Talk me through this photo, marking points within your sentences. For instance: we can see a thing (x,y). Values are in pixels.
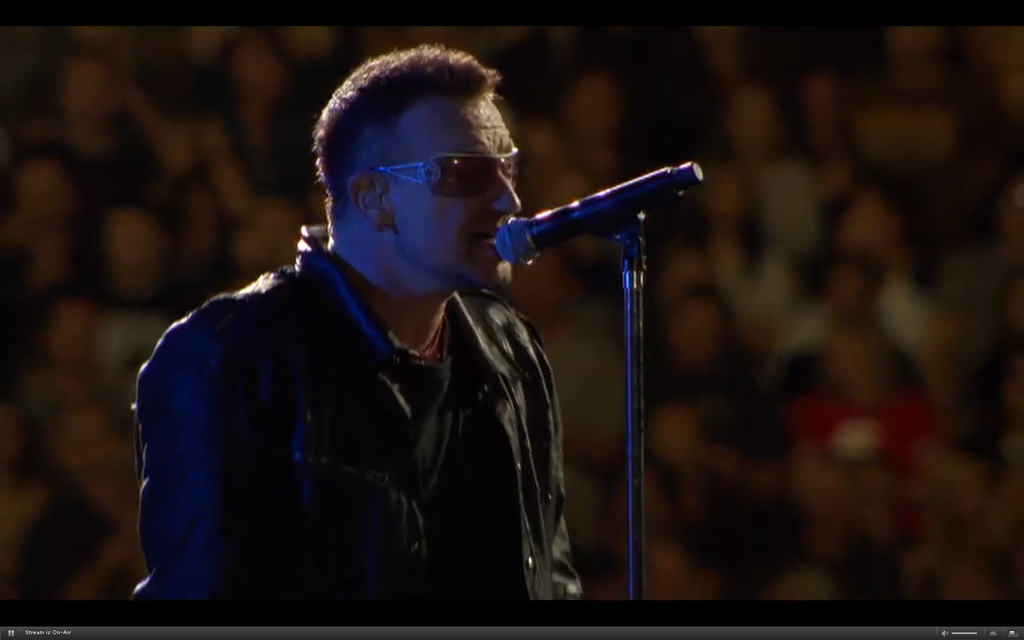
This picture consists of a person (470,233) and in front of the person (446,106) there is a mike (521,228) and person (410,124) wearing a black color spectacle (398,178).
